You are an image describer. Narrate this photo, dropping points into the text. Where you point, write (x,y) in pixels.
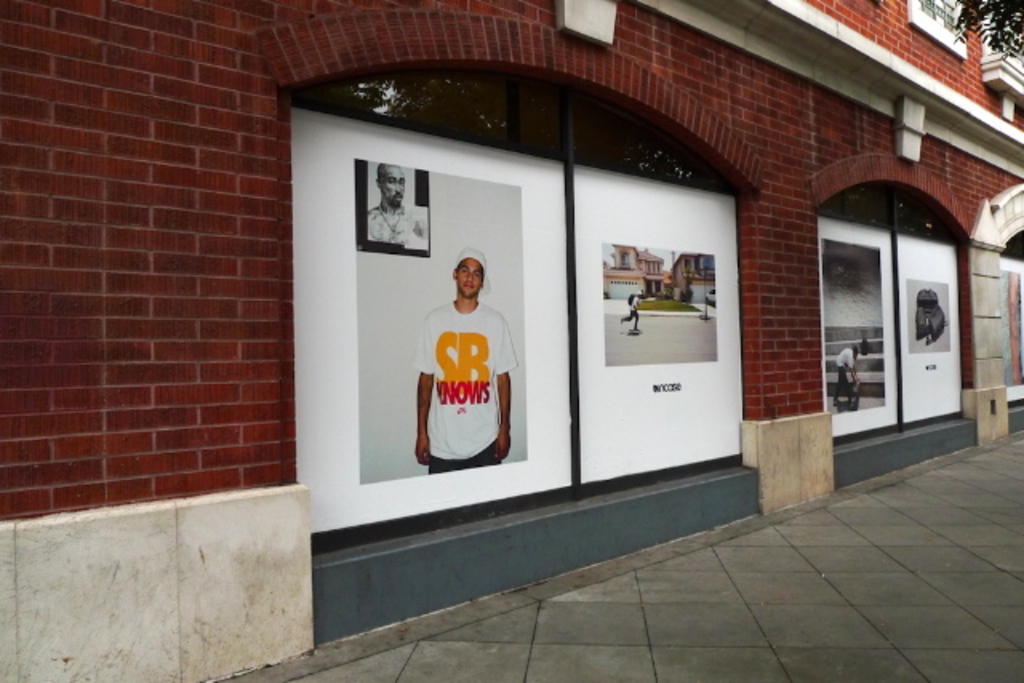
In this image I can see the ground (828,619) and a building (254,114) which is brown in color is made up of bricks (797,94). I can see few banners (386,471) to the buildings (735,25) which are white in color and to the right top of the image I can see a tree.
